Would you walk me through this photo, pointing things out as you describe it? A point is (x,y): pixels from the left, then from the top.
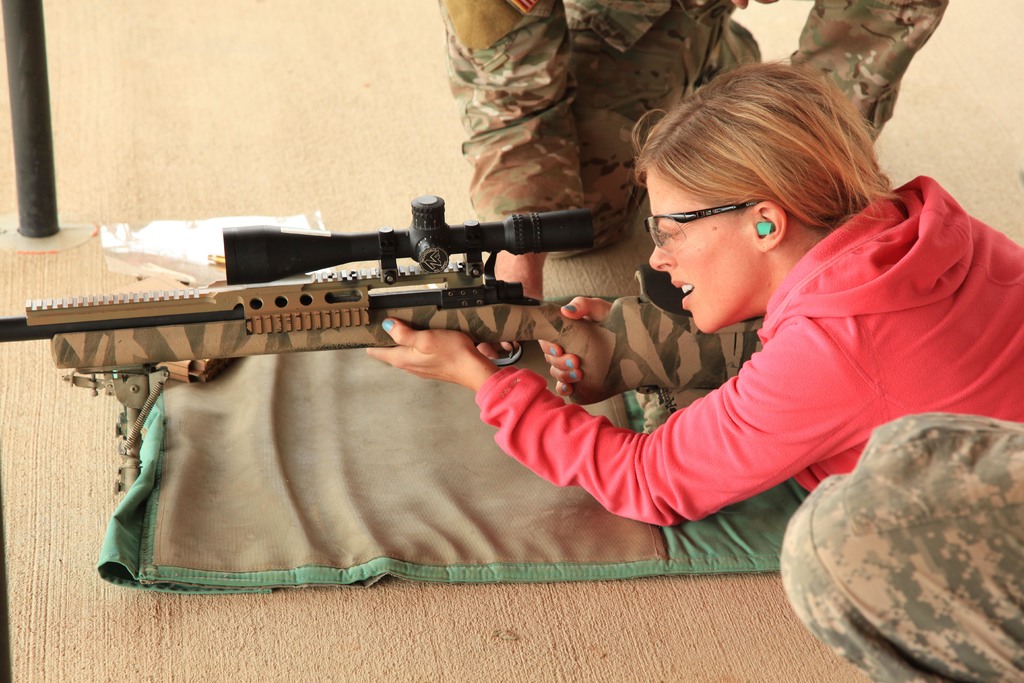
In this image we can see a woman (677,264) holding a gun (410,313). There are two other people (902,496). At the bottom of the image (164,552) there is carpet (250,429).
